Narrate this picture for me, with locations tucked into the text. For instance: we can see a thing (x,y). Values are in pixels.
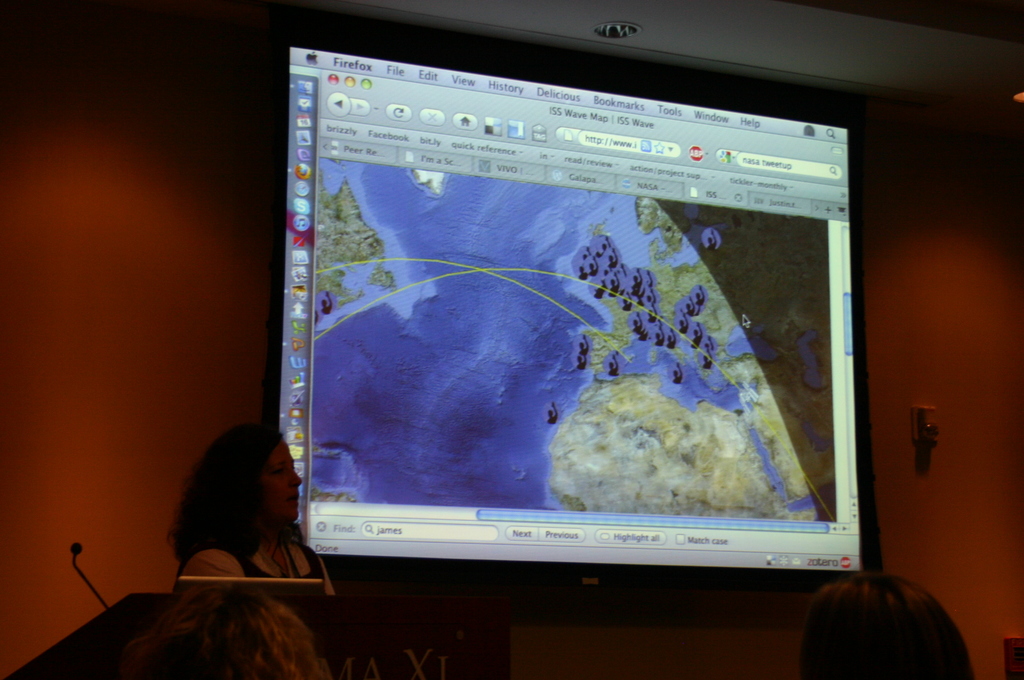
In the foreground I can see three persons (230,627), table (337,634), mike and a screen (707,524). In the background (916,302) I can see a wall (924,313). This image is taken may be in a hall (689,429).
